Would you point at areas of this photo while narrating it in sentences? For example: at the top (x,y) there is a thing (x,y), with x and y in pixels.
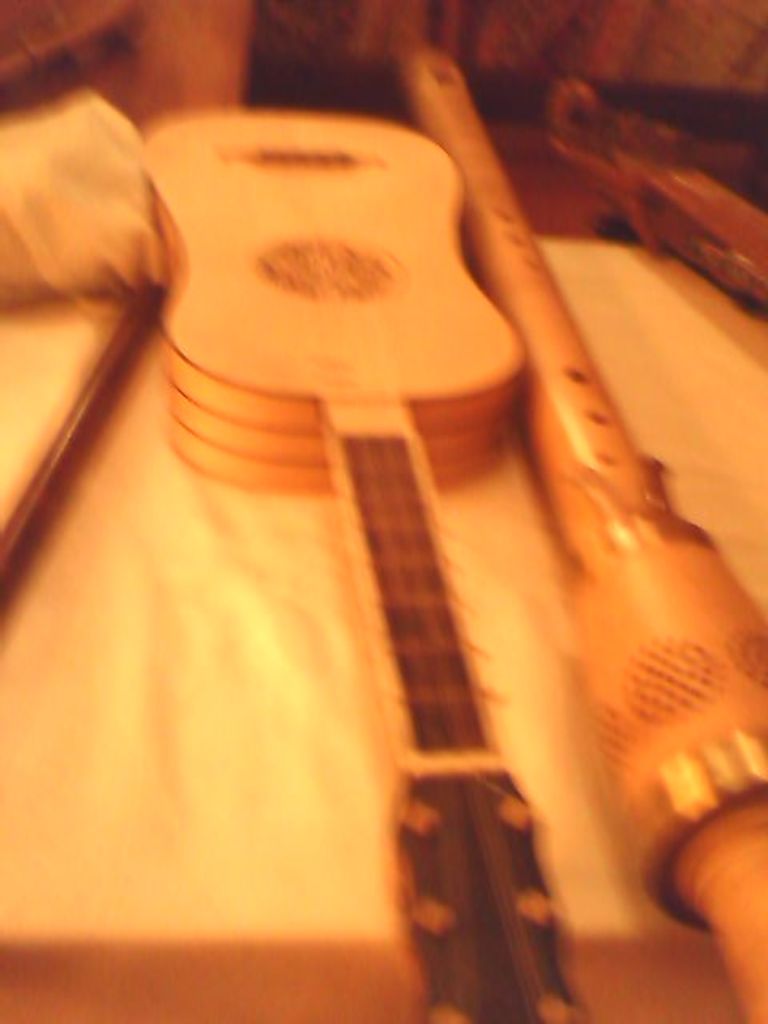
There is a guitar (391,409) and some other objects (55,295) on the table (633,345).
